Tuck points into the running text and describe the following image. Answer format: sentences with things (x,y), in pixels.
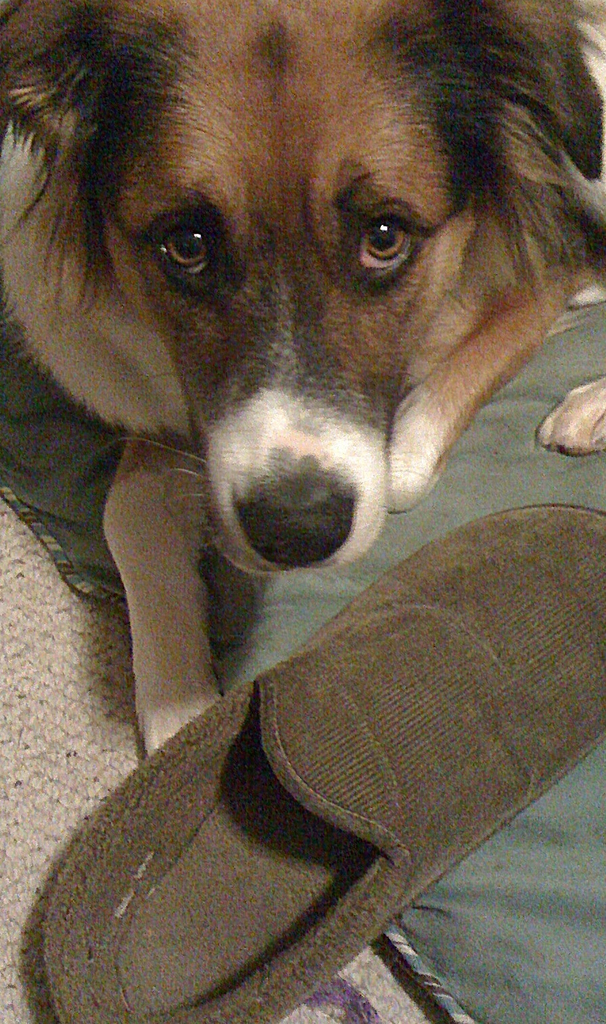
In this image there is a dog (153,360), shoe (351,762), mat (492,926) on surface of the floor (64,700).
